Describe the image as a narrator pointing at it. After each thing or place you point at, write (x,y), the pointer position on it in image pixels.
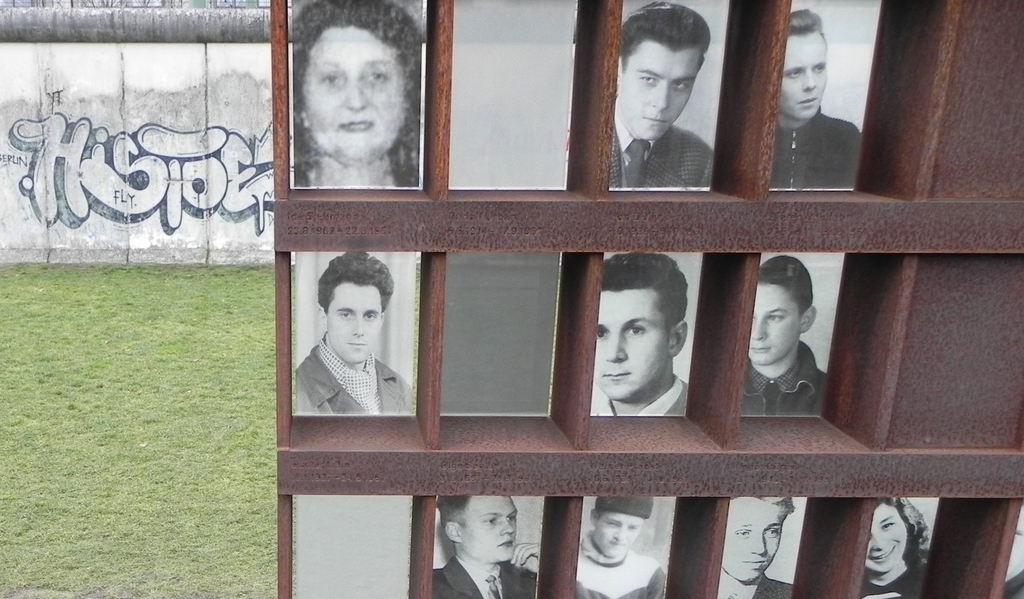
In this wooden boxes (915,360) I can see the persons photos (747,514). On the left (182,355) I can see the grass (183,336). In the top left (63,190) I can see the design (131,188) on the wall (124,166).
